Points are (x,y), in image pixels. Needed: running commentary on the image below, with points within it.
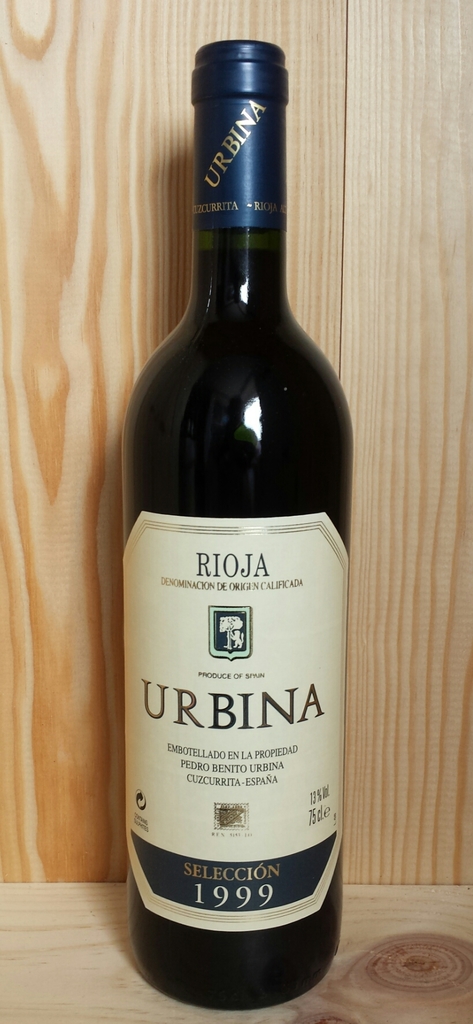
This image consists of a bottle (191,569), on which are URBINA is written. The bottle (245,626) is in black color and behind that bottle (201,264) there is wood (346,334).
